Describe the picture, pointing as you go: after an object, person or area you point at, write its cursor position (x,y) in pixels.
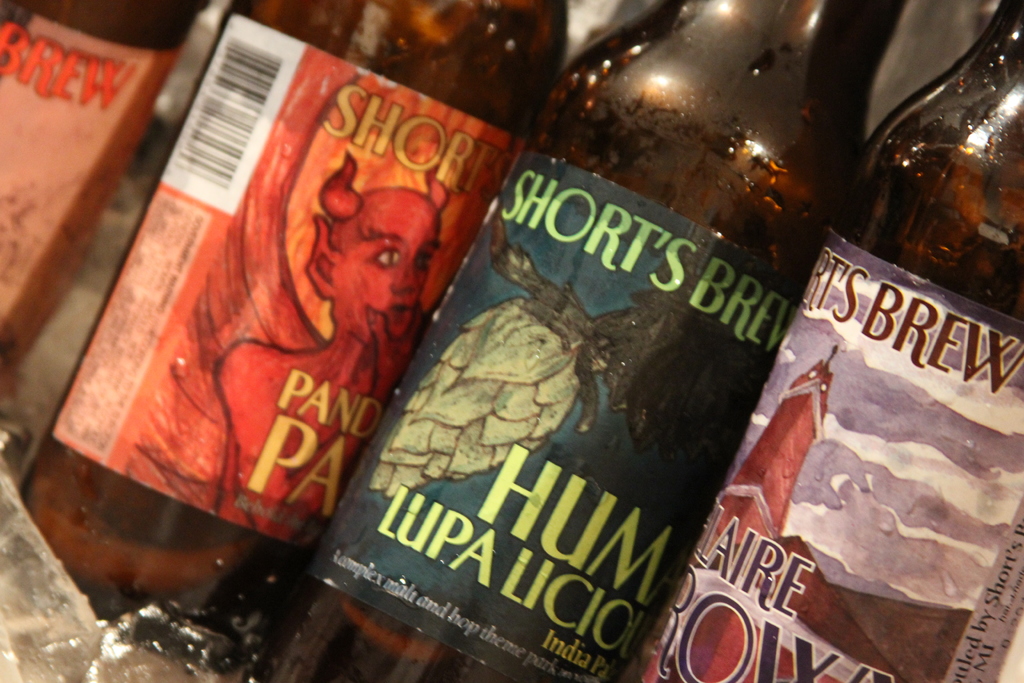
Here we can see four beer bottles (440,172) on a platform (213,661) and each bottle (354,233) has a different sticker (390,241) on it.
